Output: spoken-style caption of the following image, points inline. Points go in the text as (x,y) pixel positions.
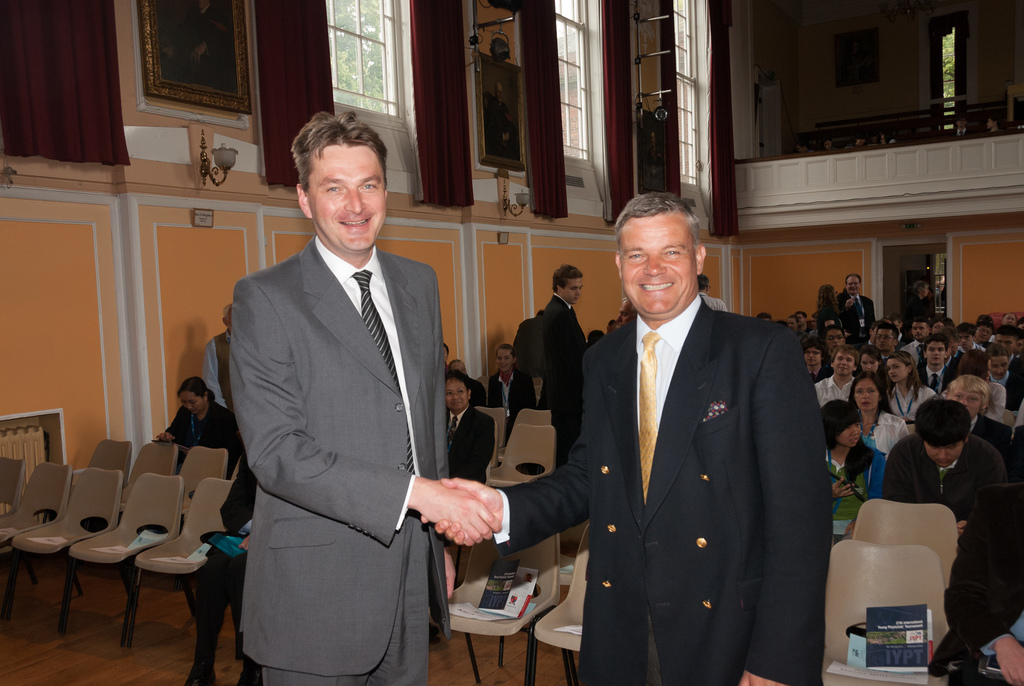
In this image I can see two people (382,343) are standing and giving the shake hands (482,515). These people (421,346) are smiling and wearing the blazers (705,502). In the back (827,347) there are group of people (848,471) sitting on the chairs (905,594). On the chairs (562,611) there are papers (870,645) and boxes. In the back (851,309) some people (839,305) are standing. And there are curtains (281,144) to the windows (376,81) and frame (211,99) to the wall (249,181). And also there are lamps (503,197).
